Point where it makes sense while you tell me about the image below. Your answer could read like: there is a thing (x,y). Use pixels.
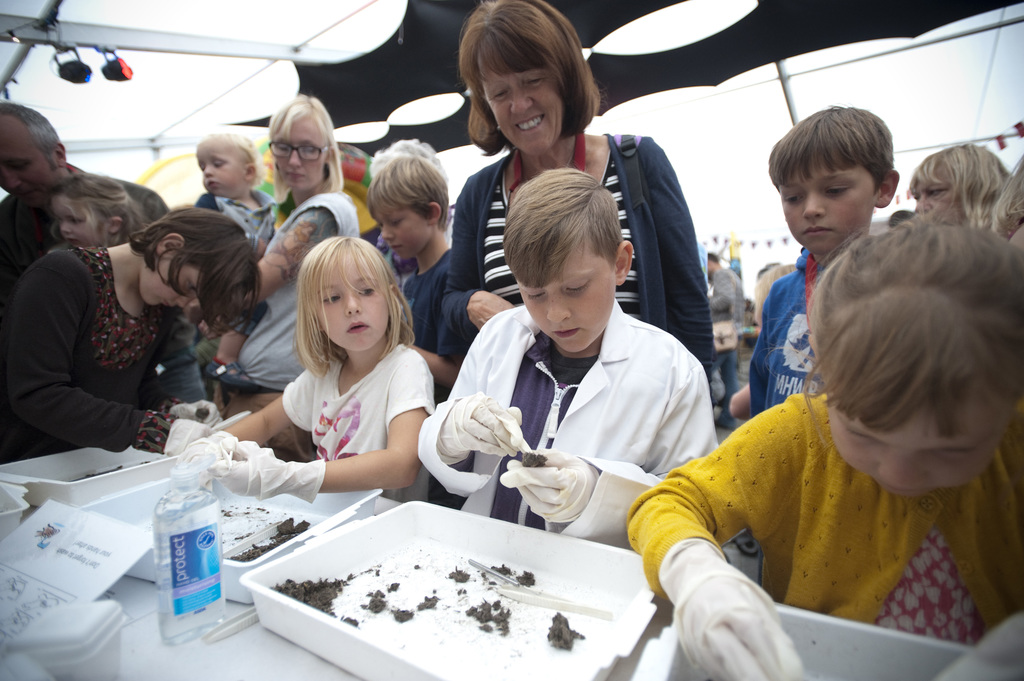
In this image there many people (457,297) standing at the table (216,665). On the table (199,664) there is a bottle (189,561), a paper (93,561) and trays (373,620). The children (684,610) are wearing gloves (691,597) to the hands (478,447). The boy (480,433) in the middle (631,419) is wearing apron (646,419). In the above there is roof (301,34) and spotlights (119,71).
